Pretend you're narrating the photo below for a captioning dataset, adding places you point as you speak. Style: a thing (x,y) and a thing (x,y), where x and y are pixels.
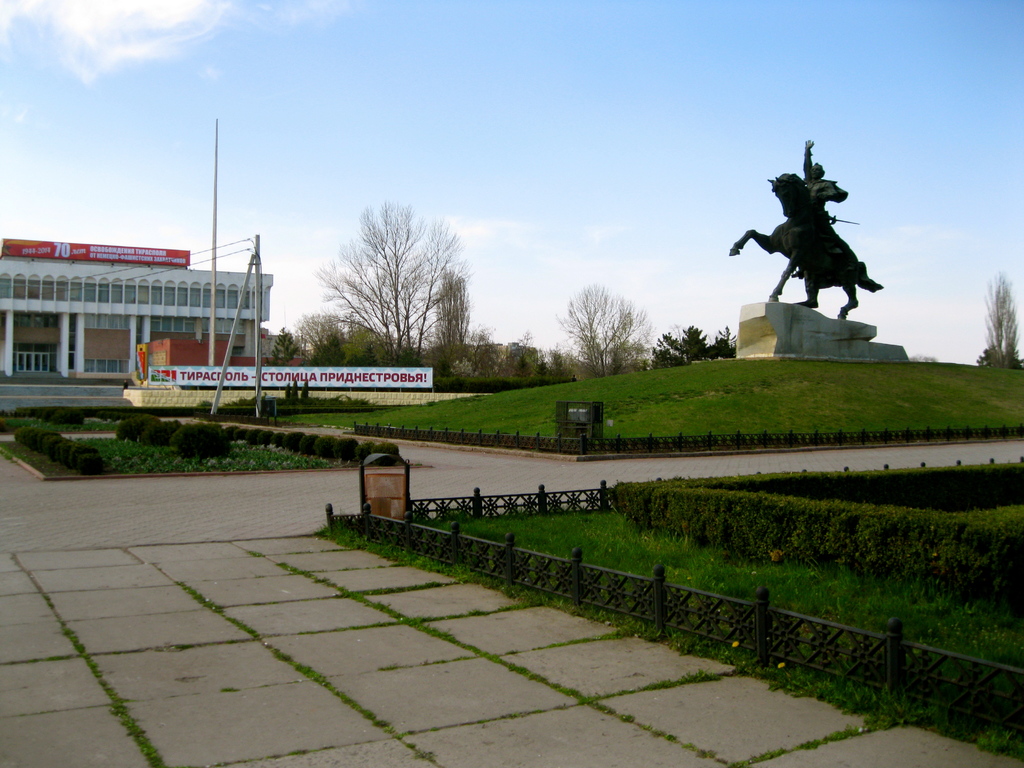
On the left side (246,322) there is a house (190,359), it looks like a garden (632,440). On the right side (825,225) there is a statue (816,232) of a man (825,247) riding the horse (805,250). In the middle (481,328) there are trees (346,284), at the top (347,132) it is the sky (536,183).
